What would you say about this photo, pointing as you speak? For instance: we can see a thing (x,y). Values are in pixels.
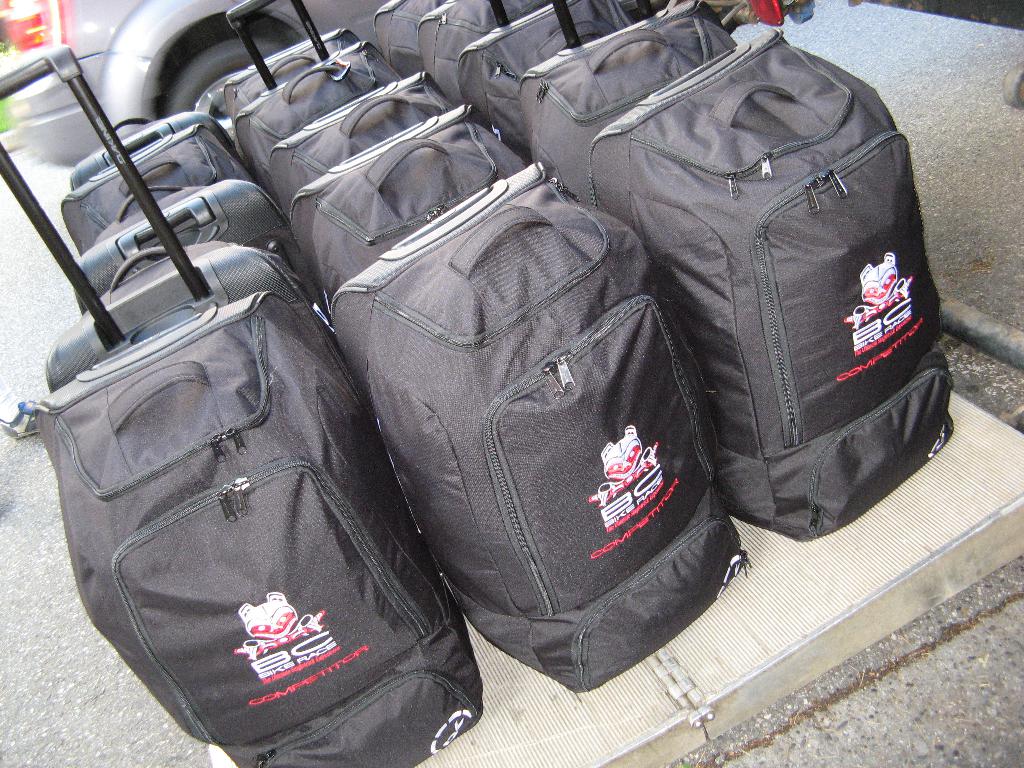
This black luggage bags (436,351) are highlighted in this picture. Backside of this luggage bags (193,159) there is a vehicle (96,45).
